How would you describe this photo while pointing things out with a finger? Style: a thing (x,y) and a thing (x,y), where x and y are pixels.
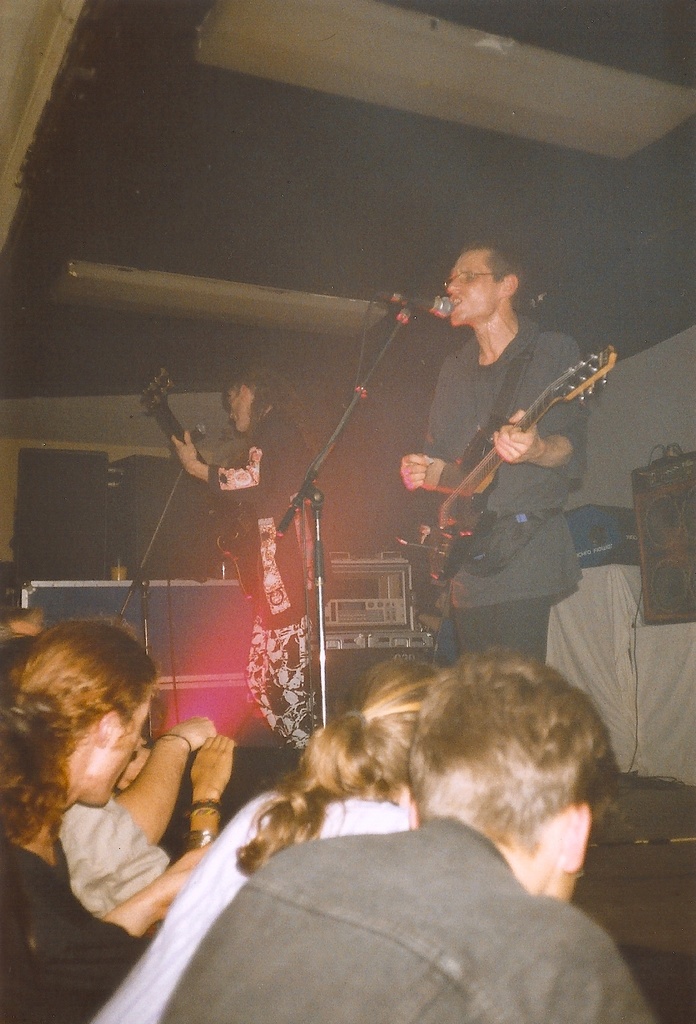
Here in the middle (444,458) we can see a person (497,339) playing guitar (462,483) and singing a song with the microphone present in front of him and beside him we can see another person (290,497) playing guitar (250,549) having microphone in front of him and in front of them we can see people (171,1010) present and there are other musical instruments (361,575) present behind them.
